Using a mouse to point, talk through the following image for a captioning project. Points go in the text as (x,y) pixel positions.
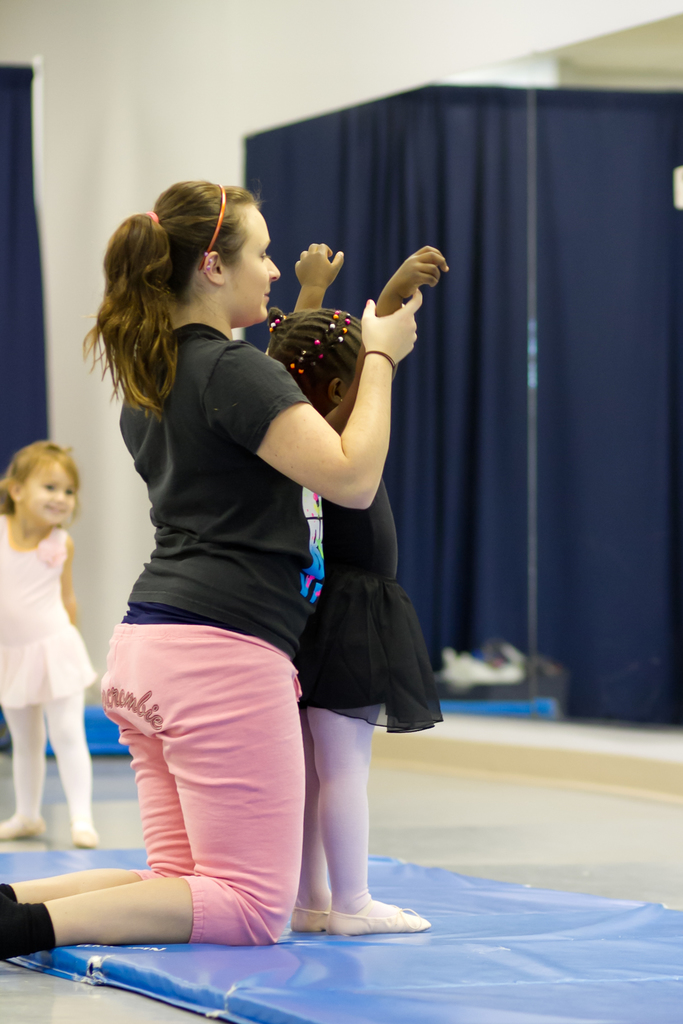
In this picture I can observe a woman (144,720). She is wearing black and pink color dress (201,542). In front of the woman (180,278) there is a girl (337,617) standing on the blue color mat (79,868). On the left side (52,642) there is another girl (35,654). In the background (334,198) I can observe blue color curtains (447,253) and a wall (209,119).
